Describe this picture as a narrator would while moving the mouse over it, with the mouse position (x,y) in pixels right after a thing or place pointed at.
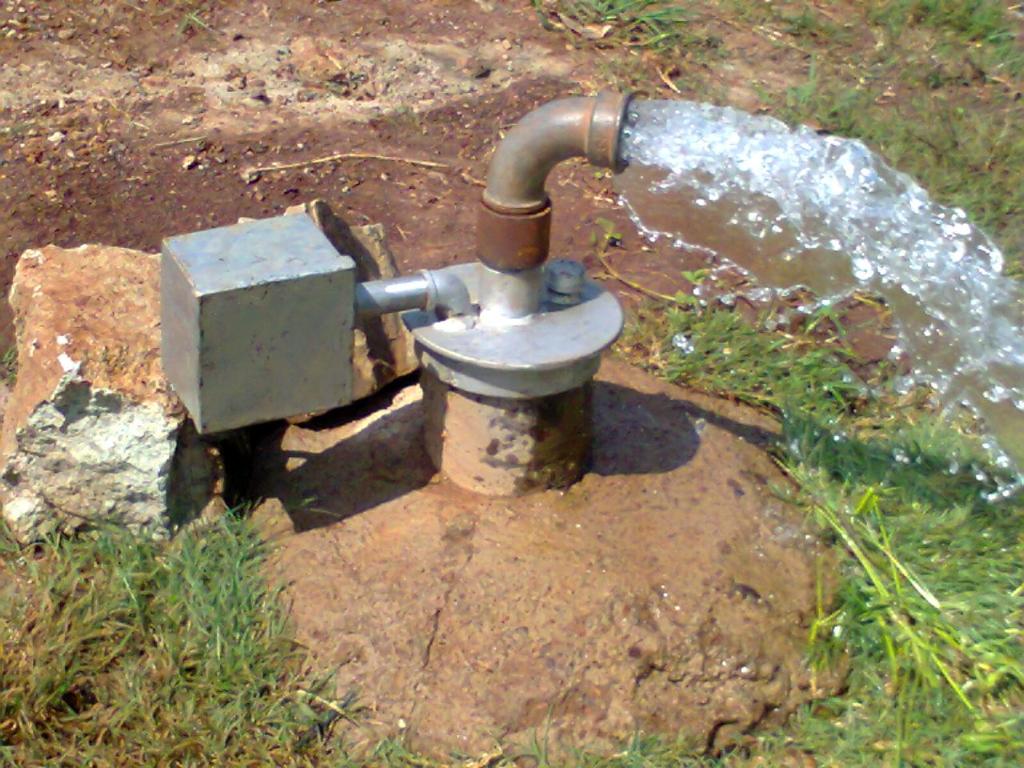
This is pipe (526,260) and water (853,262), these is grass (837,570).
